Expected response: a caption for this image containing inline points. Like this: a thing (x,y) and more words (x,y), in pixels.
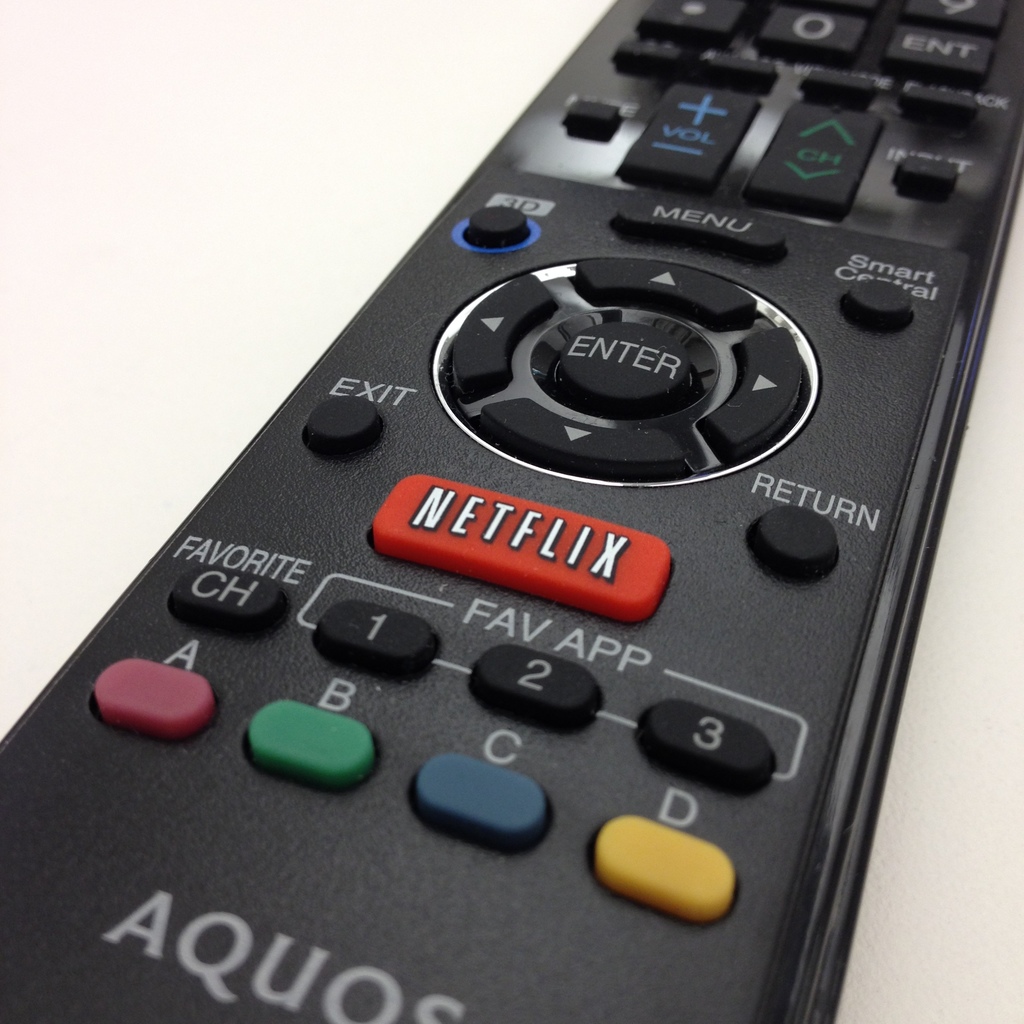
In this picture we can see a remote (417,446) on the surface (219,149).
